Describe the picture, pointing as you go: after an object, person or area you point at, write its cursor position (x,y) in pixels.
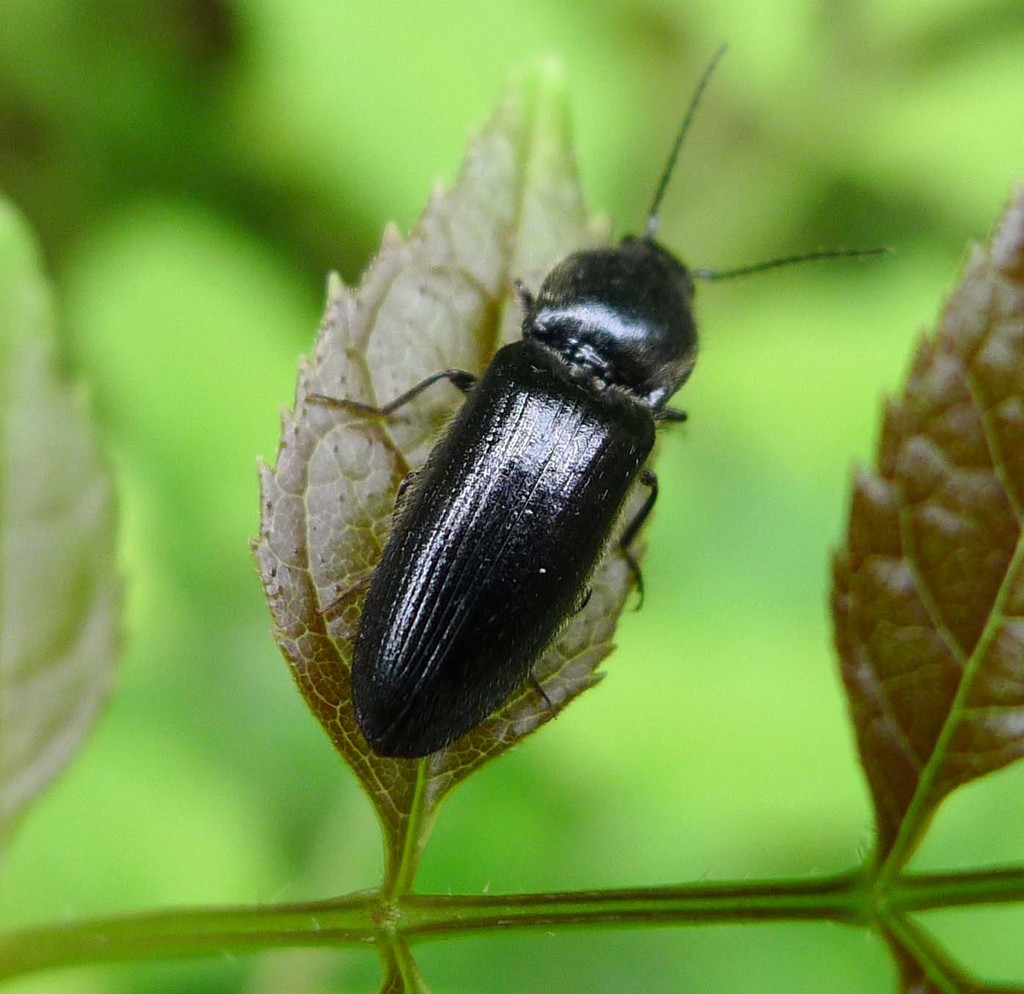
In this image we can see a insect (527,439) on the leaf (362,483). The background of the image (30,106) is blur.
